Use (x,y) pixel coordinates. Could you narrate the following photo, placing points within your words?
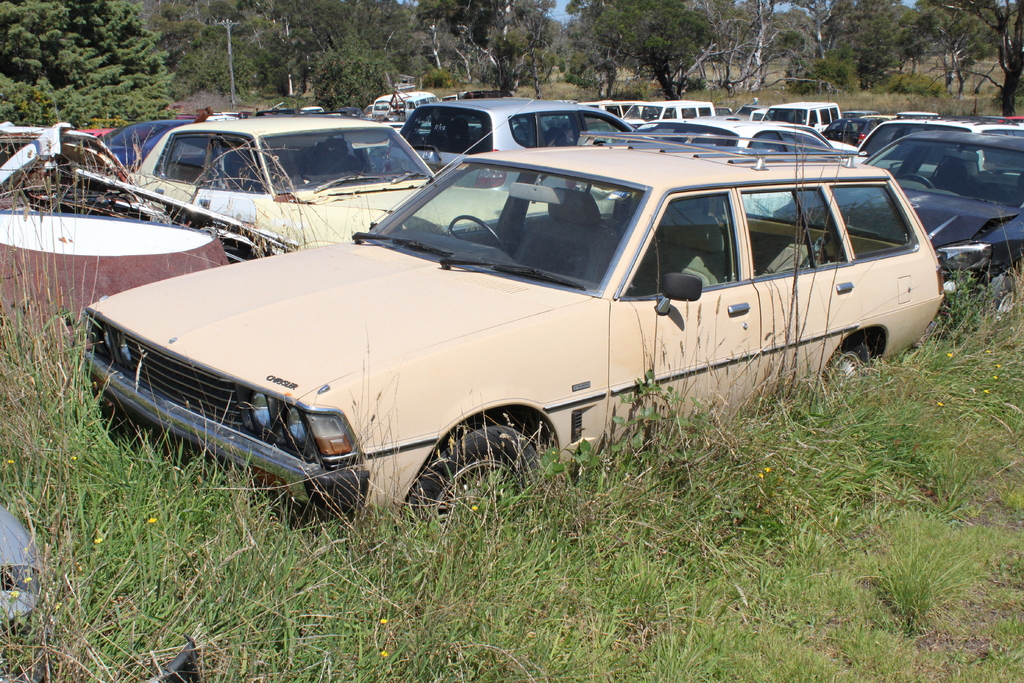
In this image there are few vehicles (375,334) parked on the surface (292,498) of the grass (65,379) and there are few objects (9,271). In the background (636,80) there are trees (552,61).
